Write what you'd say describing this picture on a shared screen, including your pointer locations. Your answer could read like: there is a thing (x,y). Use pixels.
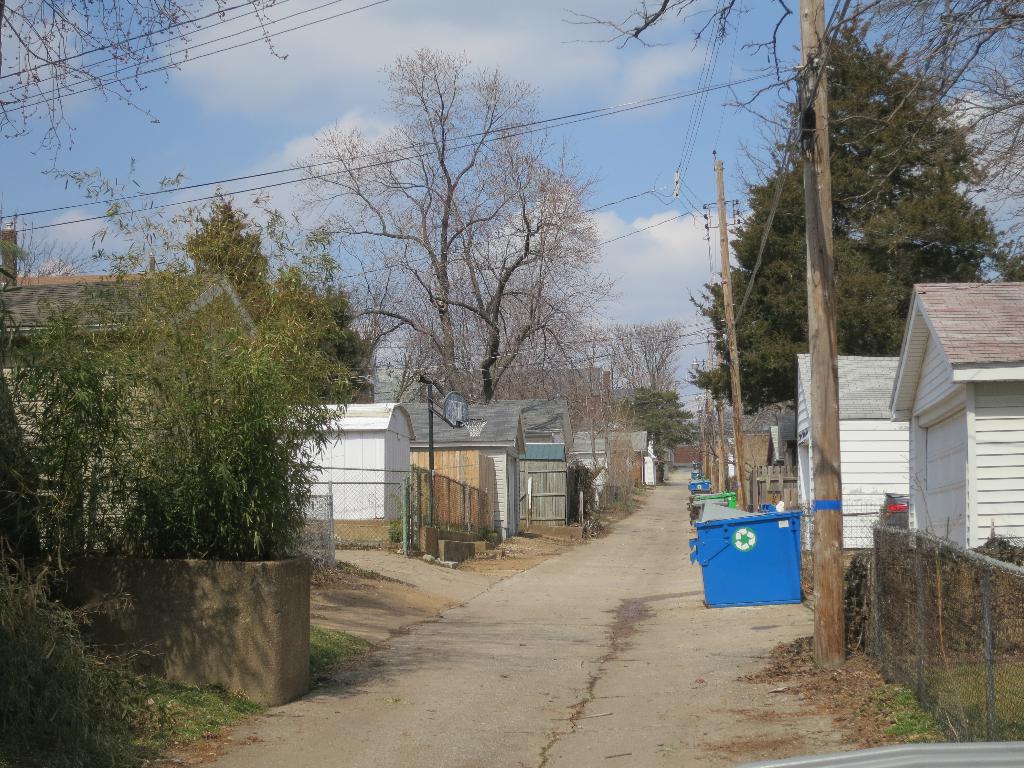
In this image I can see trees (257,276) in green color. Background (390,448) I can see few houses (488,444) and I can see few electric poles (826,356), and sky (264,127) is in blue and white color.
